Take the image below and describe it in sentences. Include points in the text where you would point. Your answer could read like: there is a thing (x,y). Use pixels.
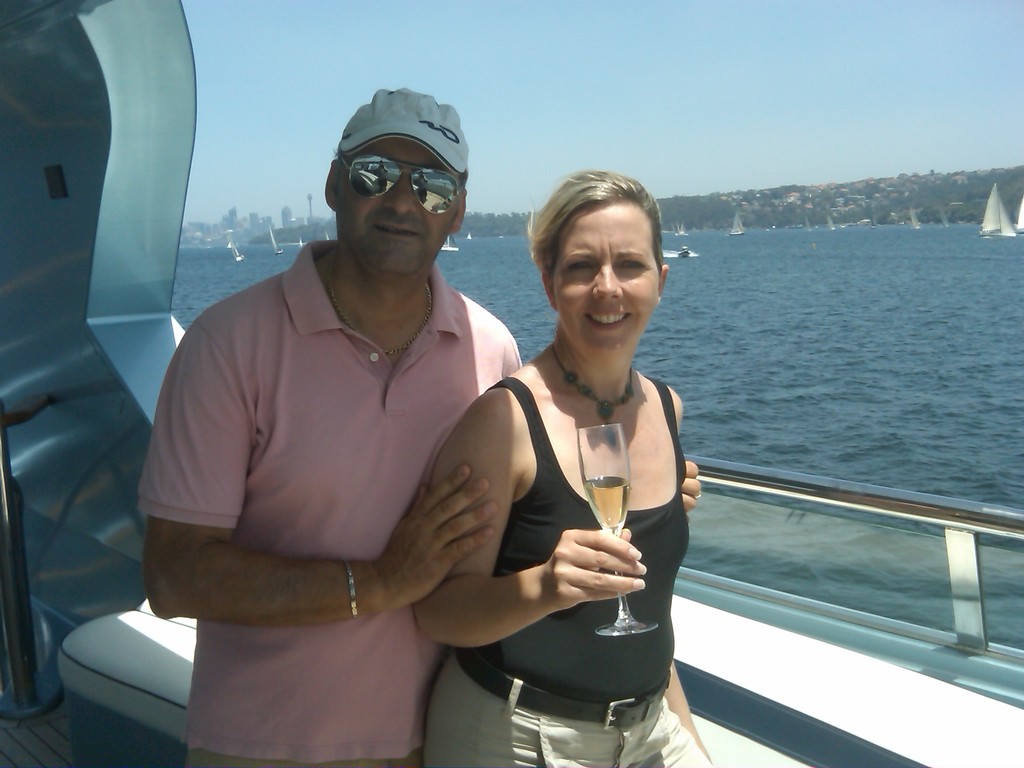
In the image I can see a man (389,435) and a woman (516,567) are standing together. The woman (579,401) on the right side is holding a glass (599,520) in the hand (598,535). In the background (706,411) I can see boats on the water (472,288), trees (804,219), buildings (252,231) and the sky (592,128).
